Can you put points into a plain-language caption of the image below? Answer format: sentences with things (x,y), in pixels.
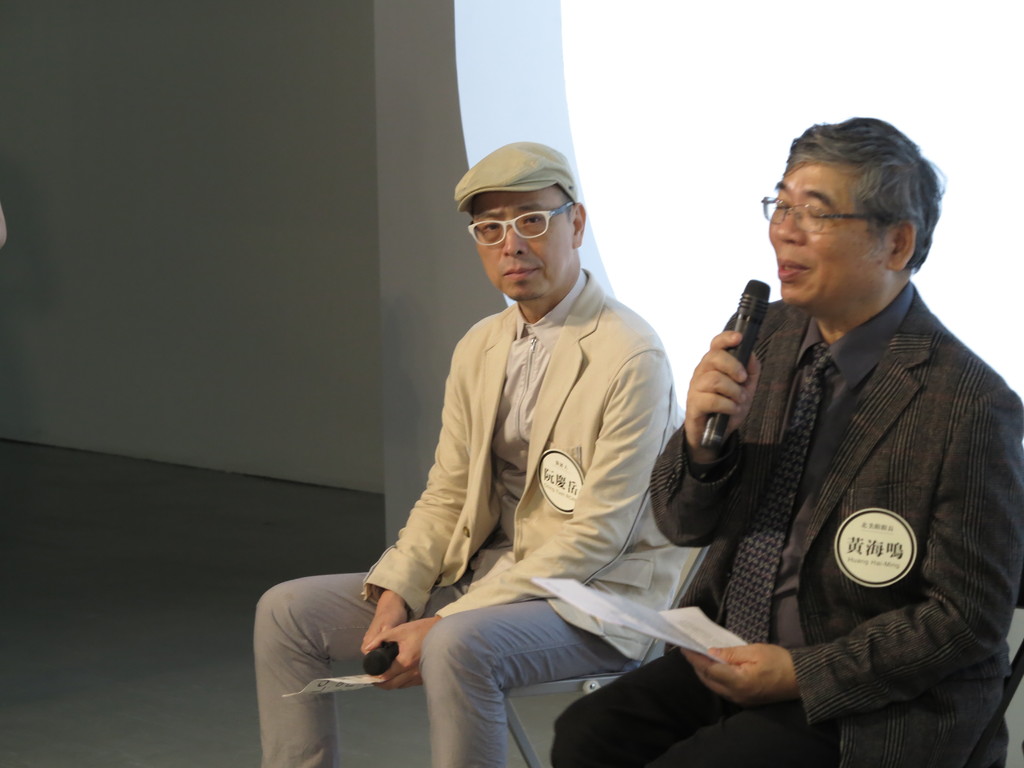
In this image we can see two persons (596,519) sitting on the chairs (581,686) and holding the objects (569,583), also we can see the wall (233,265) and the light (767,120).
